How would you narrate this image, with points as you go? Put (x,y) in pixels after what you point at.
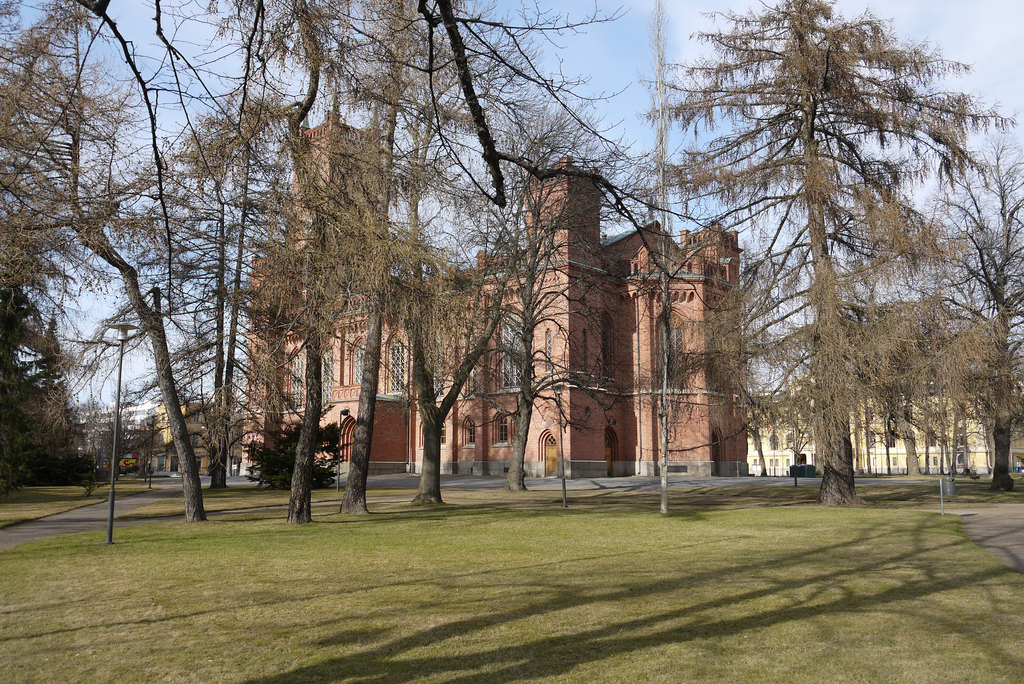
This picture shows a few buildings (537,423) and we see trees (93,7) and grass (389,550) on the ground (312,528) and we see couple of pole lights (344,413) and a blue cloudy Sky (987,2).
